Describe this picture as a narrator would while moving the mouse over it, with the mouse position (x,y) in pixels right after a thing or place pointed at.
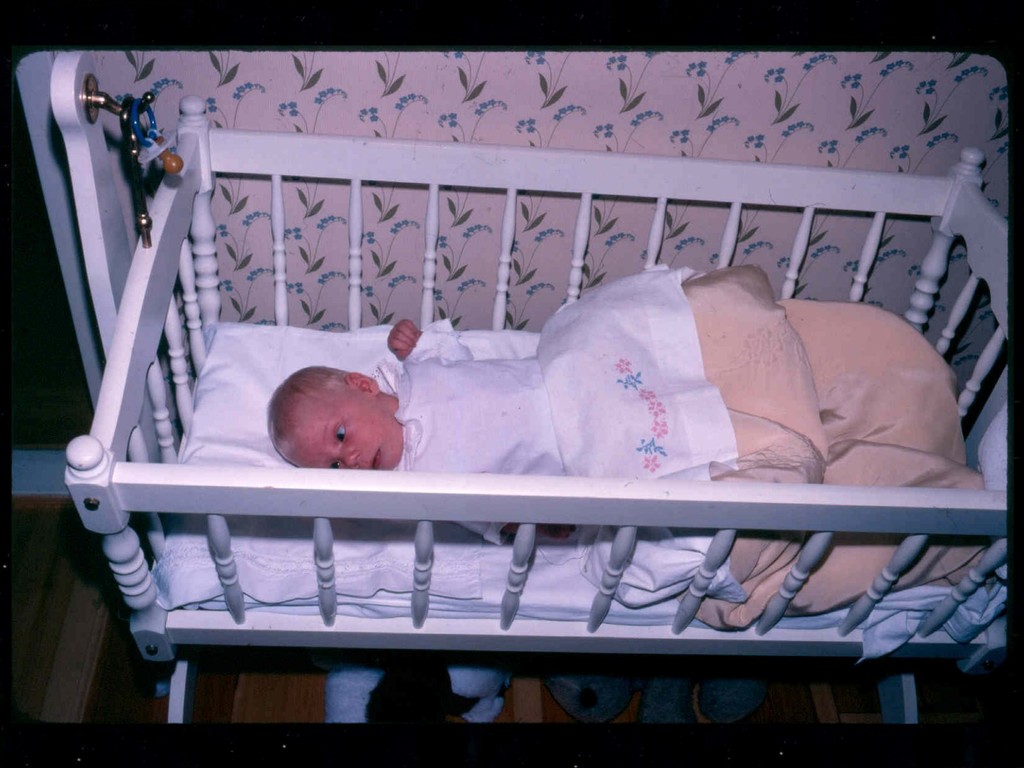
In this we can see a baby (468,398) in the cradle (720,508) covered with a blanket (815,423). In the background (327,250) we can see walls (332,104) and floor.
